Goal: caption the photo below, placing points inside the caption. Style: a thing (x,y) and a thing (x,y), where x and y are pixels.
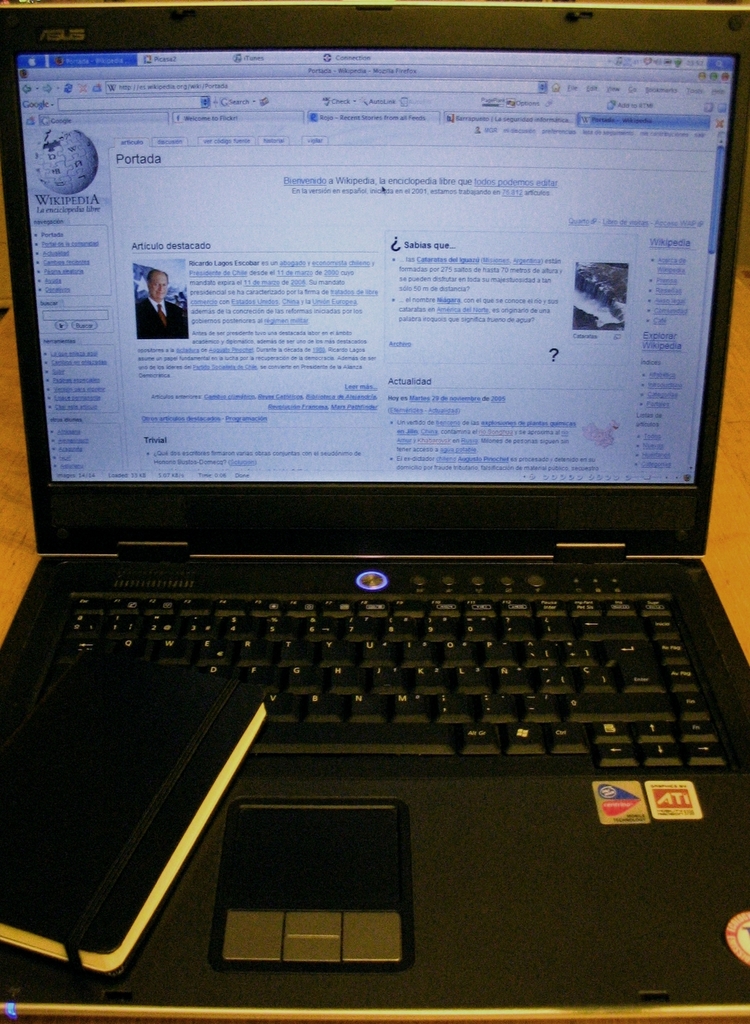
In this picture I can observe a laptop (221,427) on the table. The laptop (77,560) is in black color. I can observe some text (397,390) on the screen (264,208).
